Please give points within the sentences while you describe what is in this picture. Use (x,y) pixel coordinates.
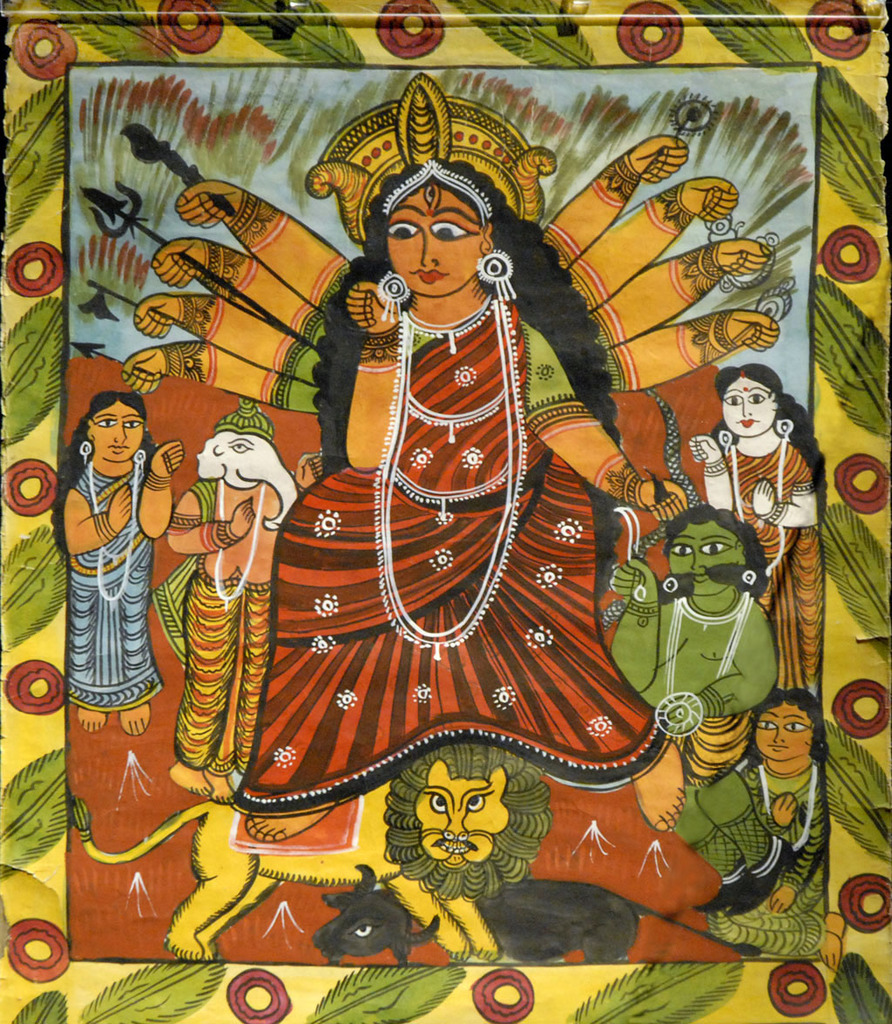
In the image in the center (307,599), we can see one frame (331,215). On the frame (331,215), we can see the painting (319,205) of lord (414,262), few people (129,447), one lion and cow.
